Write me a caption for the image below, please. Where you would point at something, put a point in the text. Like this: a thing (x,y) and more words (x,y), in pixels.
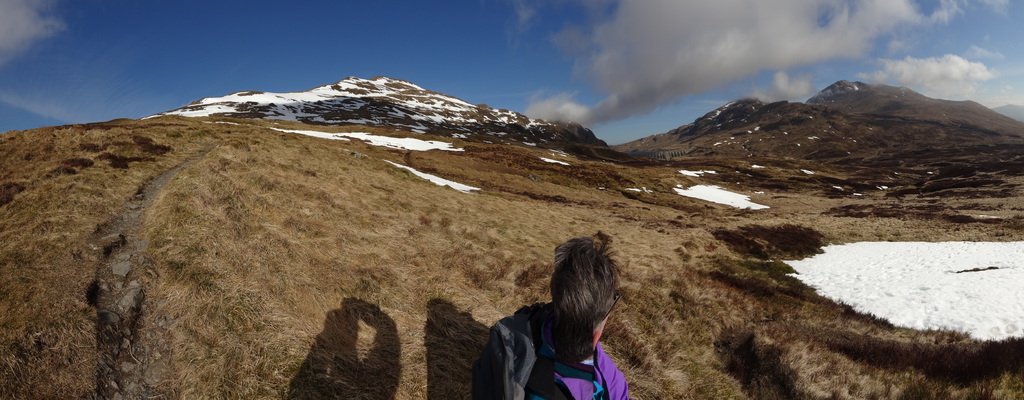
In this picture I can see a person (594,305) at the bottom (584,343). I can see mountains (382,108). I can see snow (895,258). I can see clouds (594,62) in the sky (433,88).
